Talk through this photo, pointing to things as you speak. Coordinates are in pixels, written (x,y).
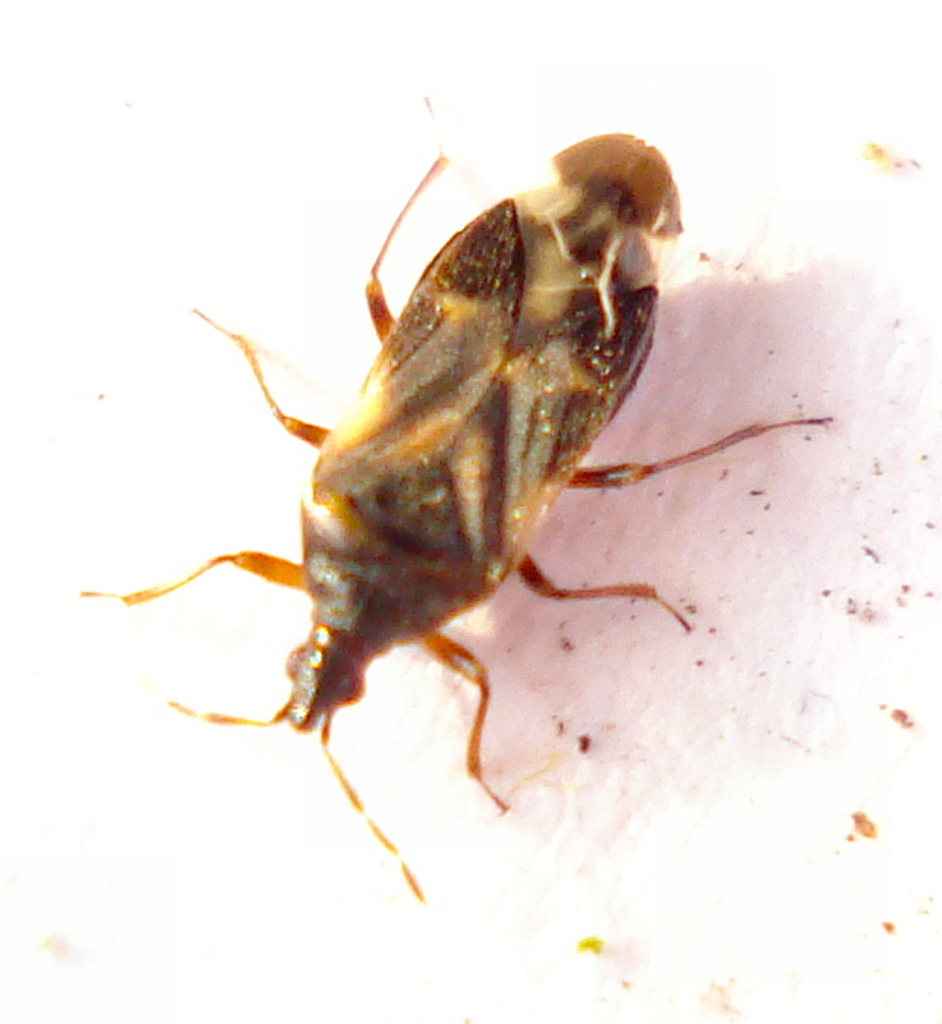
Here we can see an insect (534,343) on a platform (391,752).
